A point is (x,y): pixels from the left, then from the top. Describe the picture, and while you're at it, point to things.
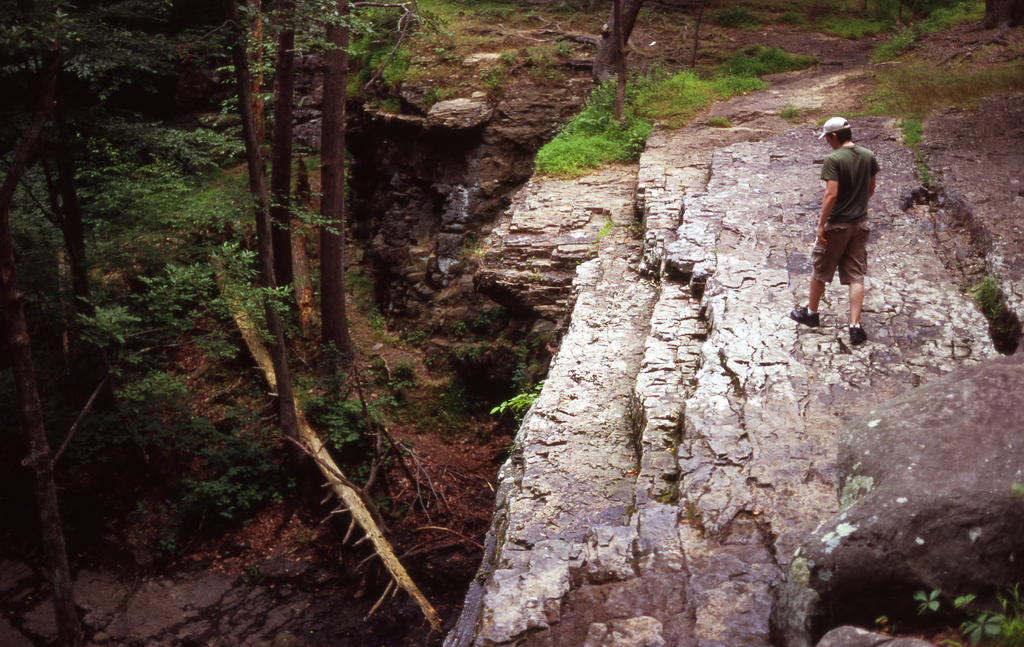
In this image I can see a mountain (583,223) and a valley (253,400) with some trees (263,214). I can see a person (834,168) is walking on the mountain (896,138) facing towards the back (849,163).
